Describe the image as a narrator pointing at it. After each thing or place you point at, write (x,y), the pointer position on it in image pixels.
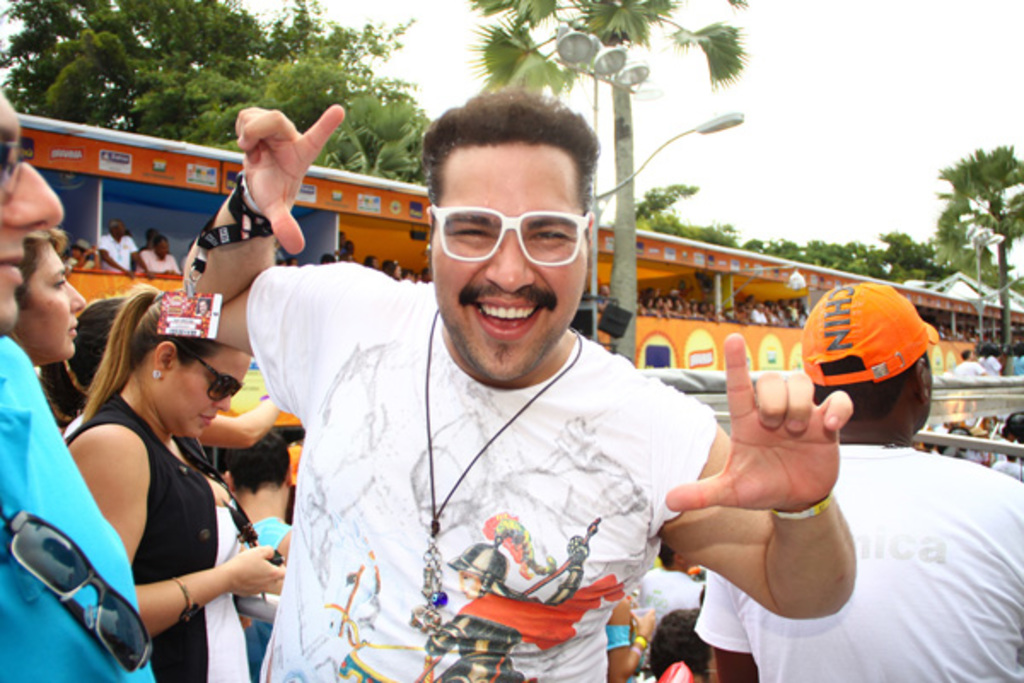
In this image we can see this person (412,582) wearing white T-shirt (527,532) and spectacles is standing here and smiling. In the background (629,235), we can see a few more people (256,580), we can see light poles (610,75), trees (1004,181), a few more people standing here and the sky (814,125).
